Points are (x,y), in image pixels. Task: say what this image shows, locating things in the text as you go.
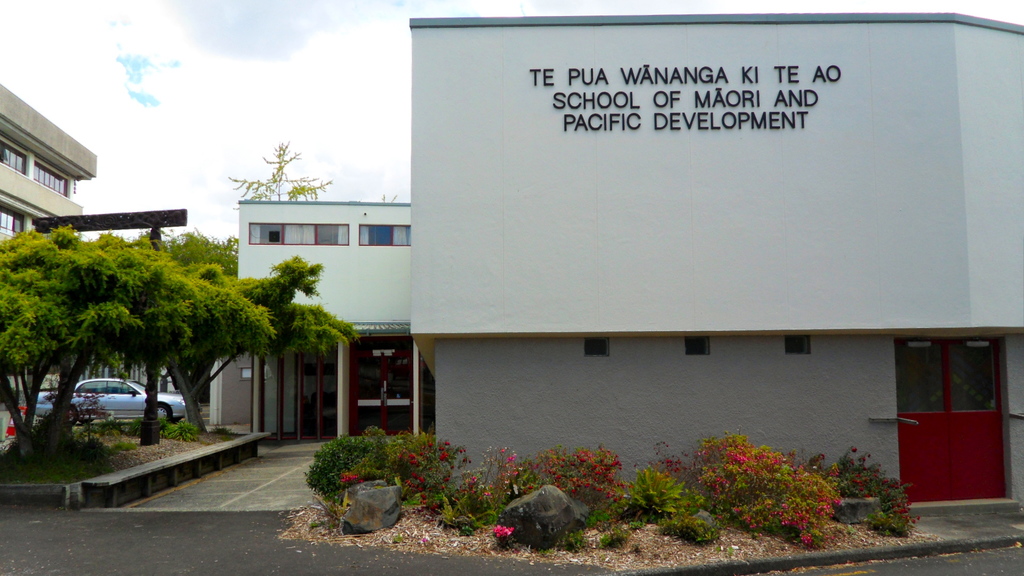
In the picture we can see a house building (877,453) with something written on the wall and we can see the door (922,450) which is red in color and near it, we can see some plants (551,469) with flowers (551,469) and beside it, we can see a part of the house (364,365) with glass doors (355,391) and some pillars (339,404) near it and beside it, we can see some trees (93,333) and beside it also we can see the part of the building (30,172) with glass windows (13,221) and in the background (216,126) we can see the sky (126,234) with clouds (153,148).
